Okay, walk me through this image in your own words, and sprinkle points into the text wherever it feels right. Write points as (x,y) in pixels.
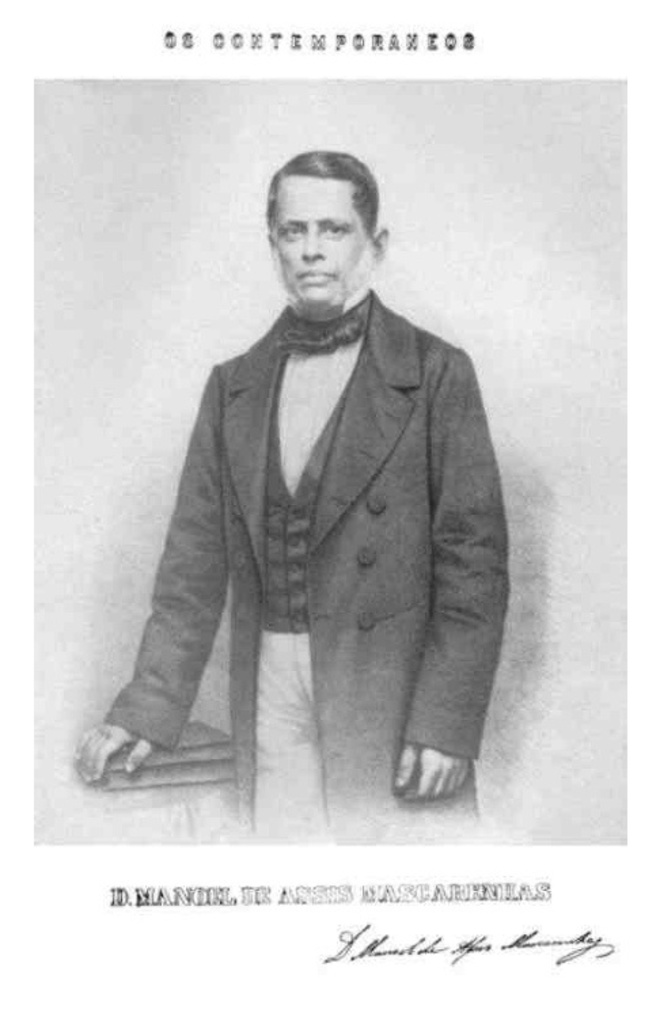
In the picture I can see a man (301,442) in the middle of the image (393,533) and he is wearing a black color coat (396,575). I can see the books (163,779) on the left side (161,773).
